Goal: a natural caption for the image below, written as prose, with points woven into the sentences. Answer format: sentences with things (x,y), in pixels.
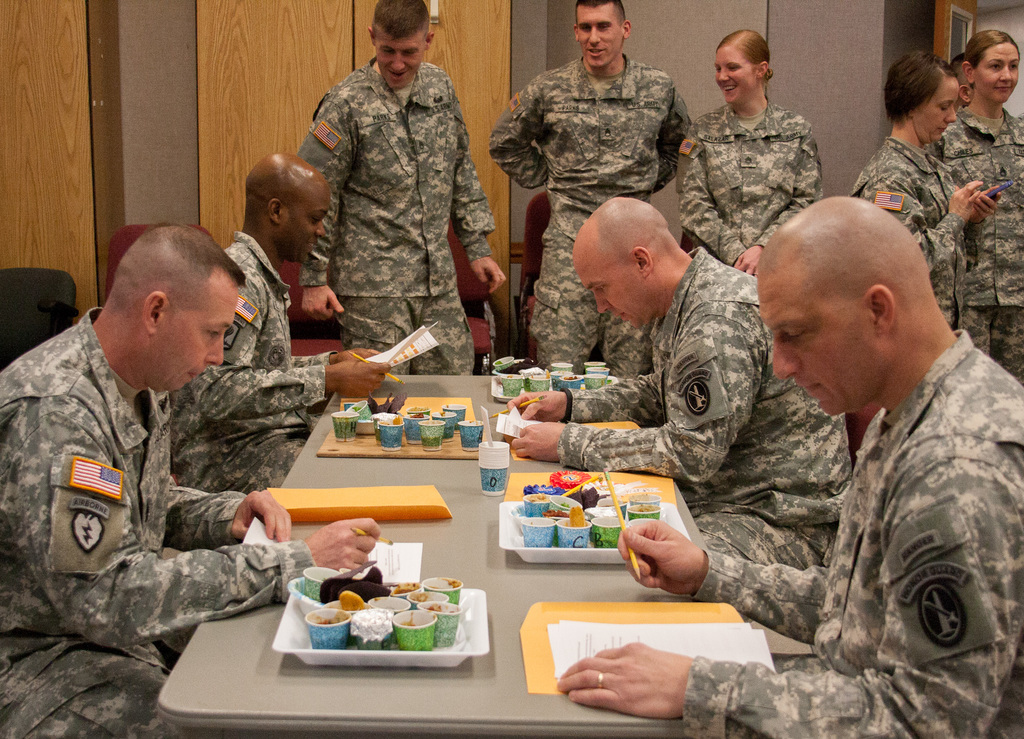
In the picture we can see four army people (894,284) sitting on the chairs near the table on it, we can see some trays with cups (508,384) and they are holding pens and papers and in the background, we can see some army people (997,308) are standing and they are smiling and behind them, we can see a wall (831,119) with some part (46,106) is with wood (58,100) and near to it we can see some chairs (472,322) which are red in color.
